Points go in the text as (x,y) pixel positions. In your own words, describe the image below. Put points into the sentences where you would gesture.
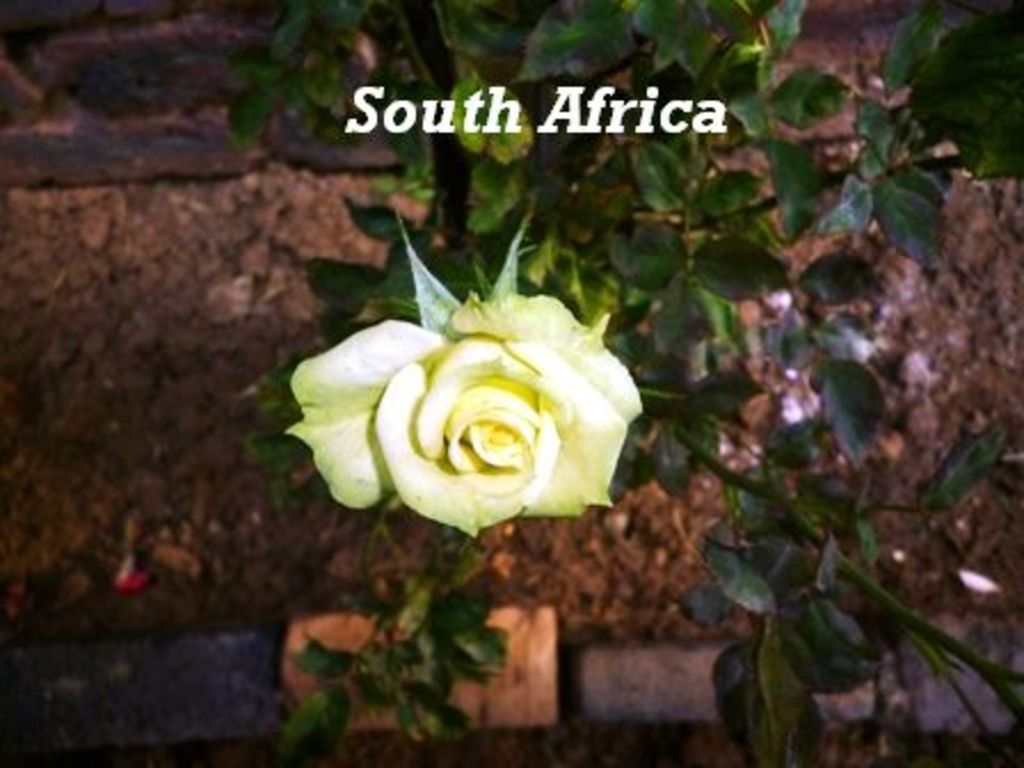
In this image we can see a rose flower (488,344) on a plant (635,245). At the top (669,113) something is written on the image.
